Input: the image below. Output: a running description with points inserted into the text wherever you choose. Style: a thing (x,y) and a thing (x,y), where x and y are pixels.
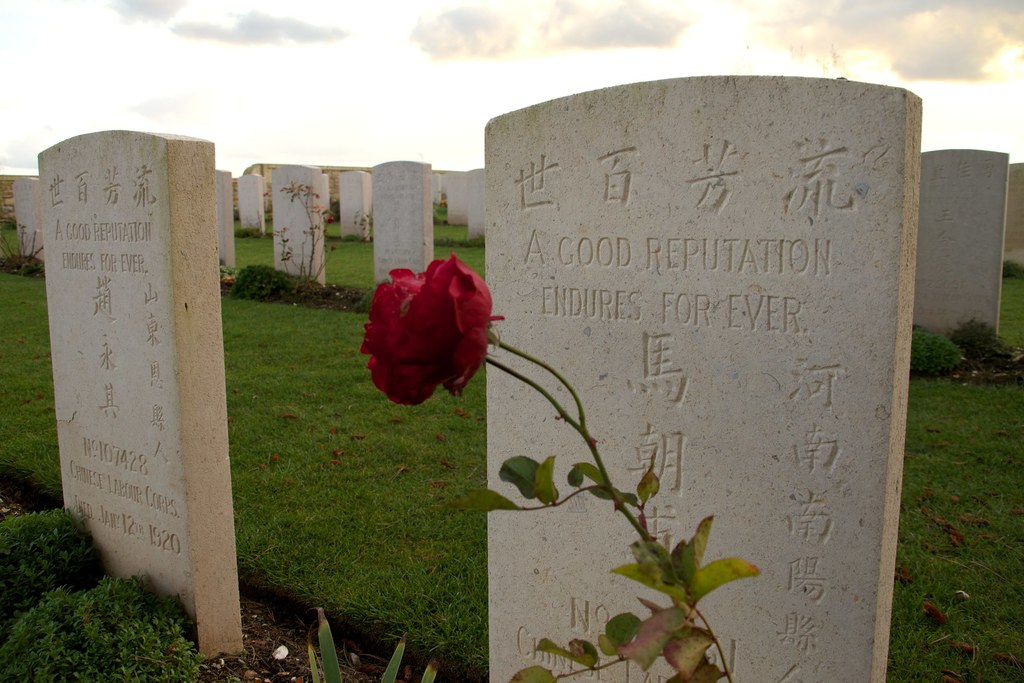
In this picture I can see there are grave stones (725,299) and there is something written on the stone (749,680). There is a rose plant (428,332) and it has a rose flower (442,333). There is grass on the floor (320,459) and the sky (415,131) is cloudy.
